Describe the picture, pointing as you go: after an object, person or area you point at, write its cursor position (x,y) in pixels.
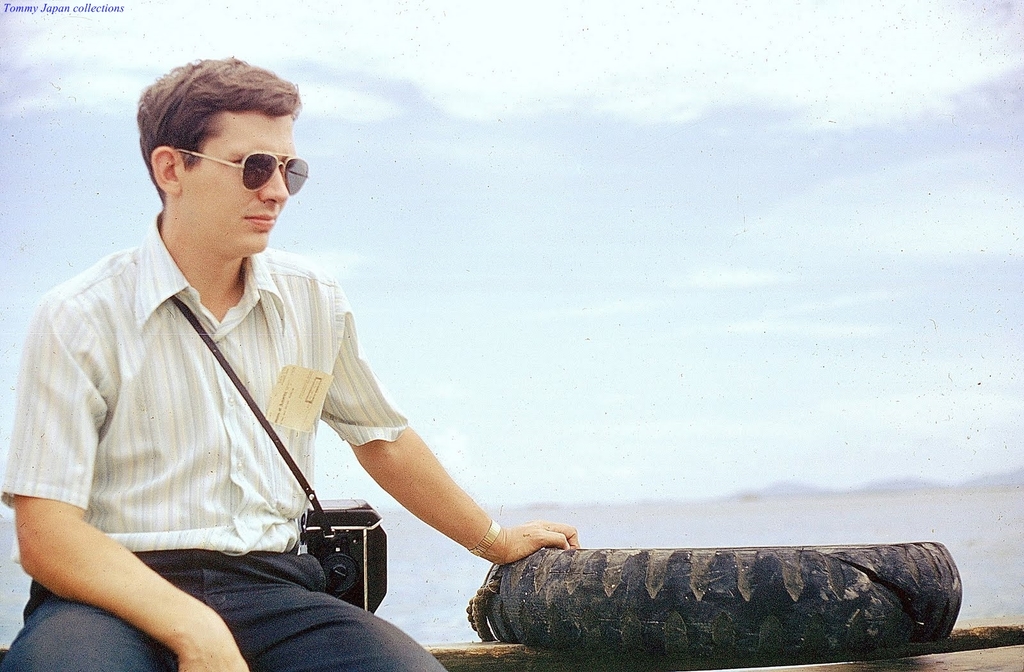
In this image in the foreground (187,350) there is one person (253,494) sitting, and beside him there is one tire (596,597) and the person (238,467) is wearing a bag (305,532) and goggles (281,166). In the background (589,519) there is a river (781,519) and mountains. At the top (435,115) there is sky (412,213).
